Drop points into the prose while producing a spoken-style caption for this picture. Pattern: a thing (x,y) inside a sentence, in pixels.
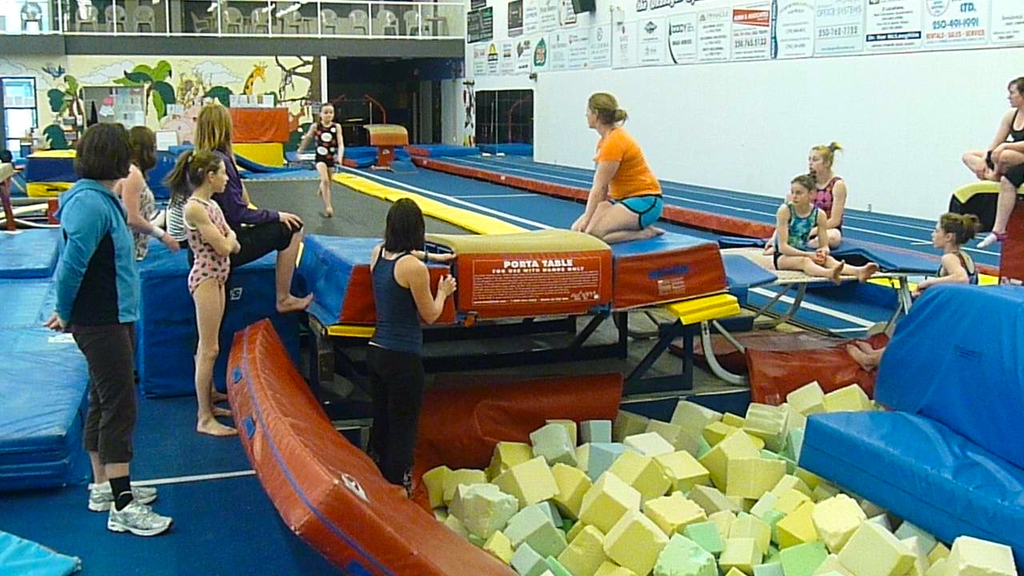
In this image there is a girl (321,143) walking in a trampoline (298,191), around the girl (337,146), there are a few people (816,207) sitting and standing, in front of the girl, there are some objects (582,484), behind the girl (322,164), there are posters (702,37) on the wall (543,135), there is a glass door (17,128), behind the girl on the first floor (111,26) there is a glass fence (62,23), on the other side of the fence (173,15) there are empty chairs (78,30).
